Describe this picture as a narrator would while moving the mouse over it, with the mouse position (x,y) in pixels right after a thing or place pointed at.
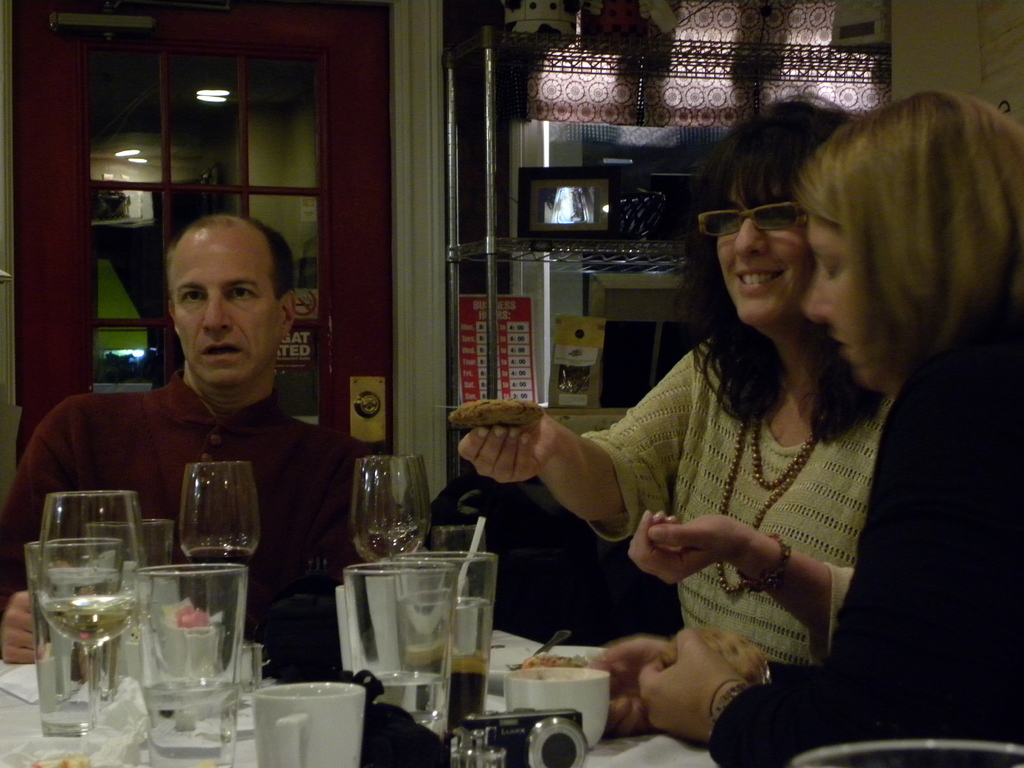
At the bottom of the image (452,744) there is a table (491,701) with glasses (447,606), cups (527,704), spoons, tissues (3,687) and also there is a camera (561,712). On the right side of the image (930,482) there is a person (936,586). Beside that person (936,586) there is a lady (807,499) with spectacles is sitting and holding a food item (518,418) in her hand (550,437). Behind the table (245,676) there is a man (249,428). Behind the man (211,361) there is a glass door (129,344). On the right side of the image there is a cupboard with racks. On the racks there are many other items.
